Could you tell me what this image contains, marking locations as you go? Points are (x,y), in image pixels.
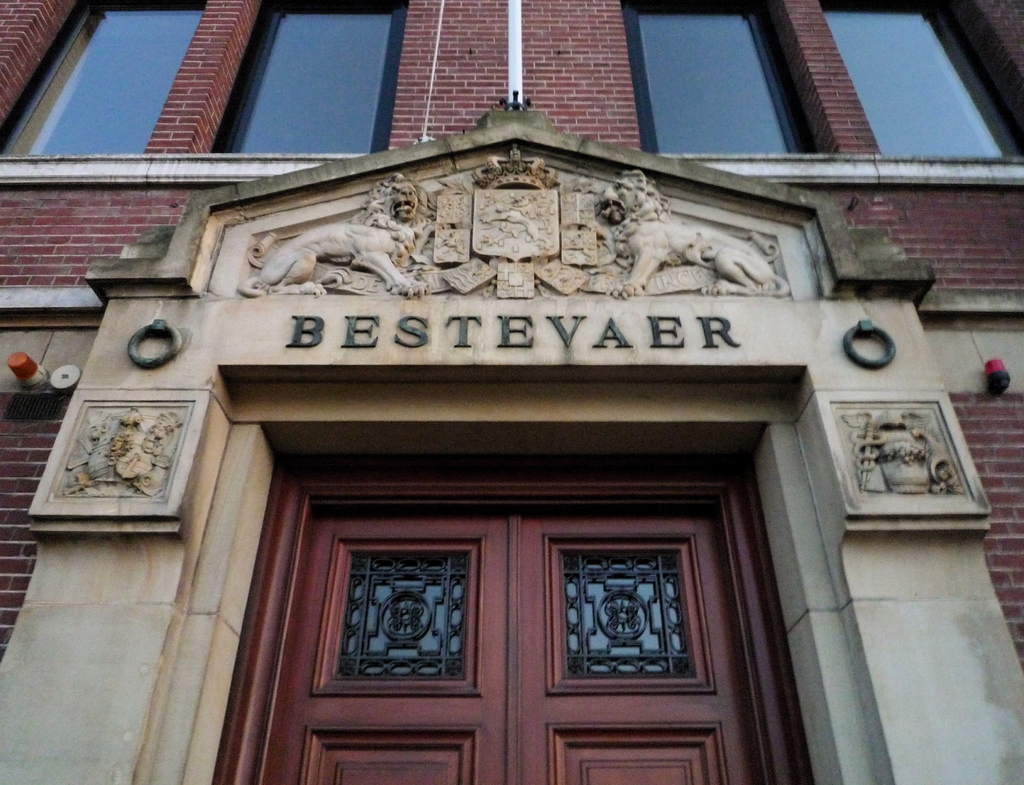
In this image we can see a low angle view of the building (414,216) and it is having windows (916,70) to it. There are sculptures (458,201) on the walls (575,114) of the building (566,126). There is an entrance door (540,640) of the building (518,703). There are few objects (993,382) on the wall (979,384).
